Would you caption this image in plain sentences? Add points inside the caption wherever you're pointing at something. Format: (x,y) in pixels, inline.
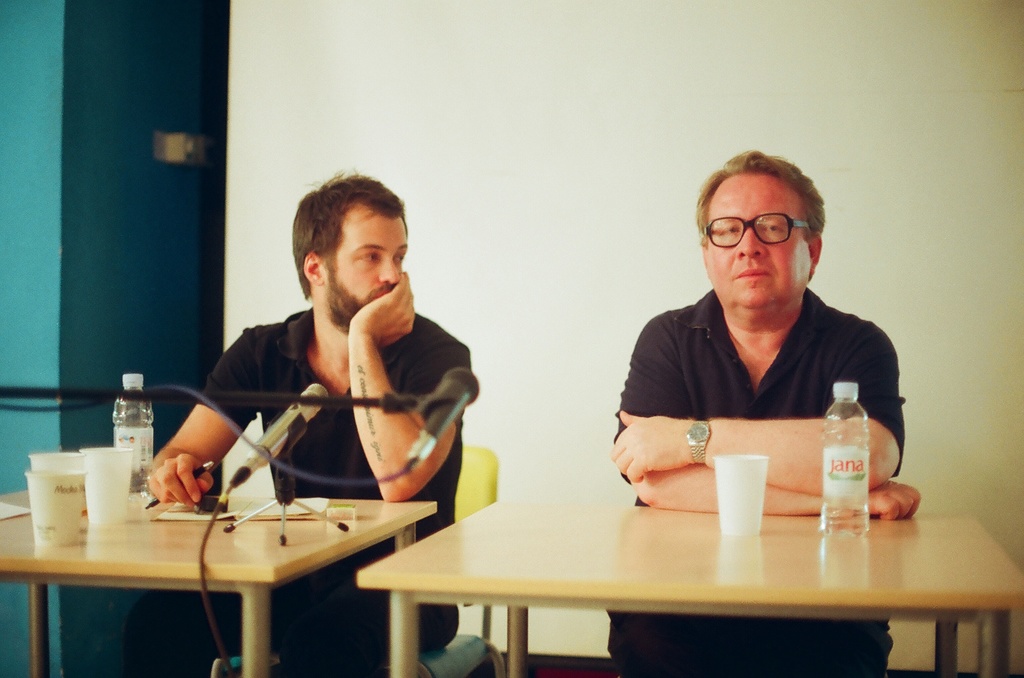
in this image i can see two tables (652,539). on the right table (769,561) there is a water bottle (846,488) and a glass (722,493). on the left table (260,521) there are glasses (103,468), a bottle (127,444) and a paper (303,511). there are two men (348,329) sitting on the chair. the person (769,337) at the right (697,351) is wearing dark colored t shirt (714,366). there is a microphone (458,405) at the front (428,412).
